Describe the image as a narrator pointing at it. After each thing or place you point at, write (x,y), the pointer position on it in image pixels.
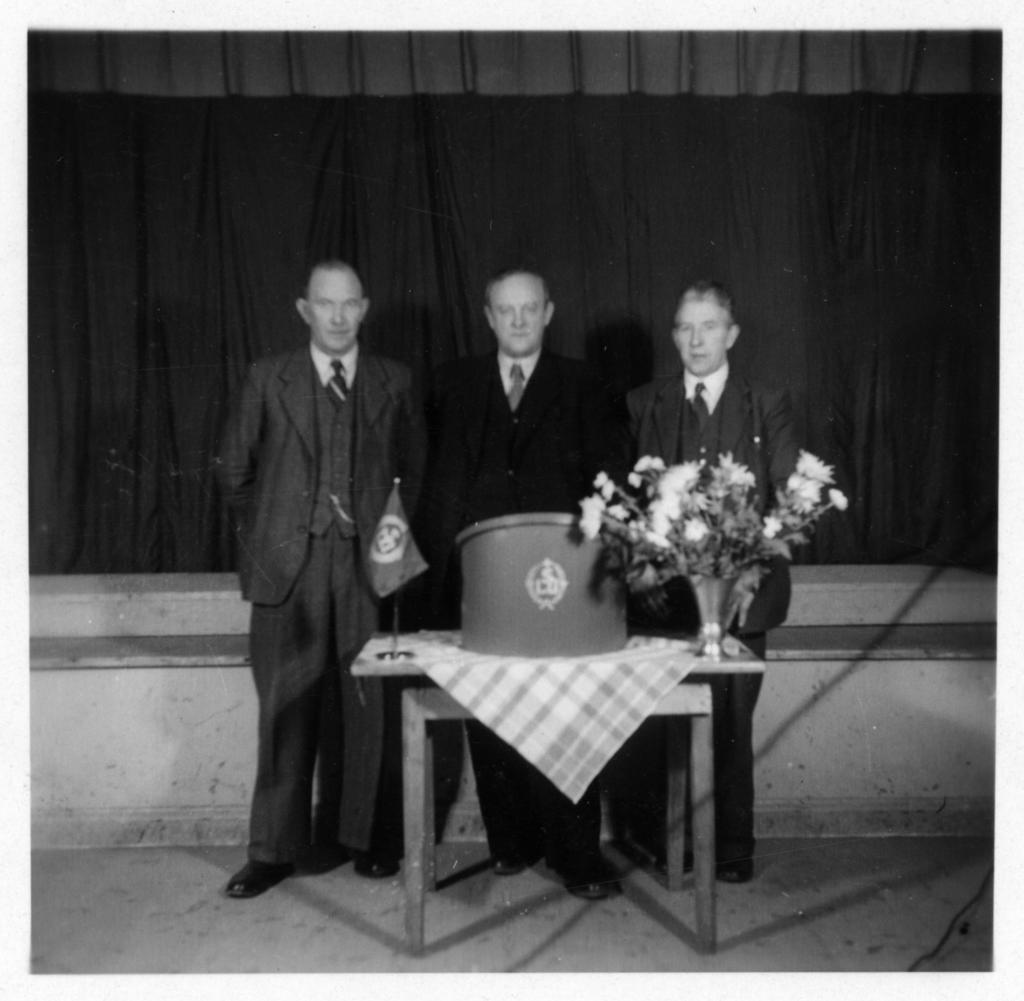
A black and white picture. This 3 persons (706,337) are standing. In-front of them there is a table (367,652), on a table (434,633) there is a cloth (578,676), flag (391,548) and flowers (642,508).
